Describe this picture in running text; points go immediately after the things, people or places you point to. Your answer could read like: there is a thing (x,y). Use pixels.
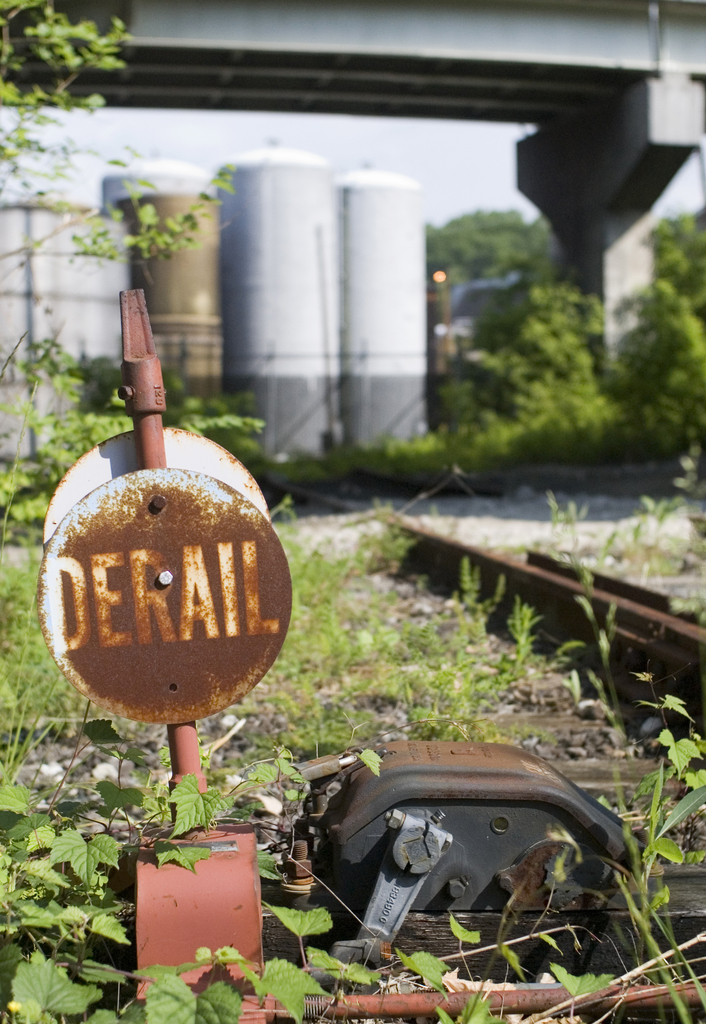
On the left (233,931) we can see the track changing machine (279,590). On the right (548,600) there is a railway track (543,566). In the background (584,325) we can see trees (566,320) and factory (310,310). At the top (275,14) there is a bridge (690,7). Here it's a sky (493,134). In the center (295,648) we can see grass (343,621) and plant (449,434).
